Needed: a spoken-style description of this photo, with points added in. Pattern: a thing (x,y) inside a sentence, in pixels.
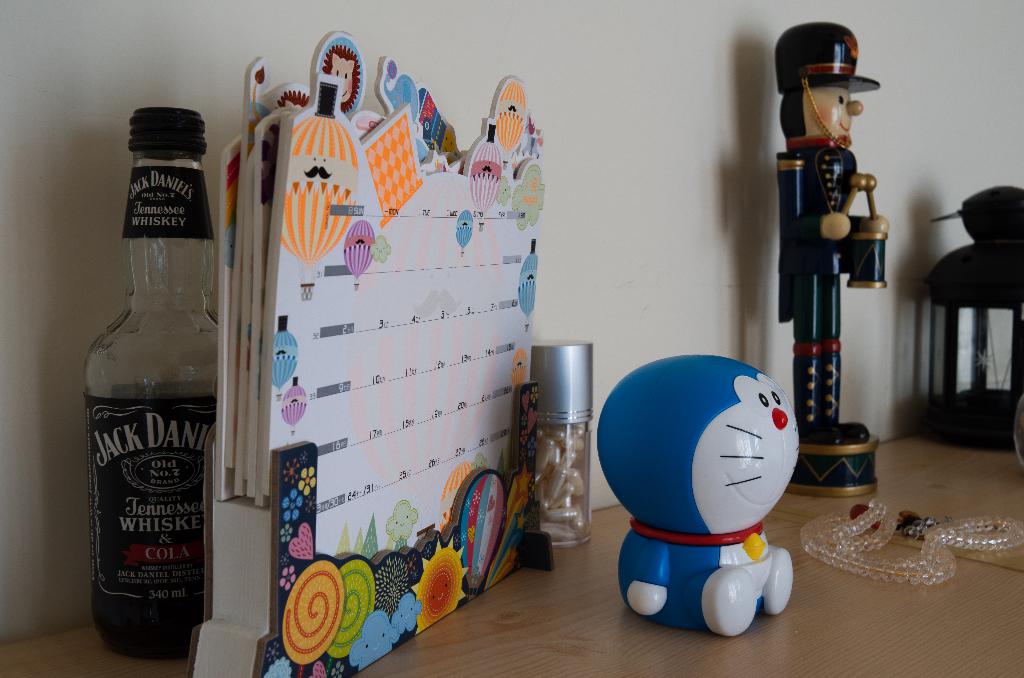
In the image we can see there is a table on which there is a cat toy (716,517) and a calendar (313,338) and in a bottle (573,480) there are capsules (561,502) and behind the calendar (232,456) there is a whiskey bottle (161,435).
